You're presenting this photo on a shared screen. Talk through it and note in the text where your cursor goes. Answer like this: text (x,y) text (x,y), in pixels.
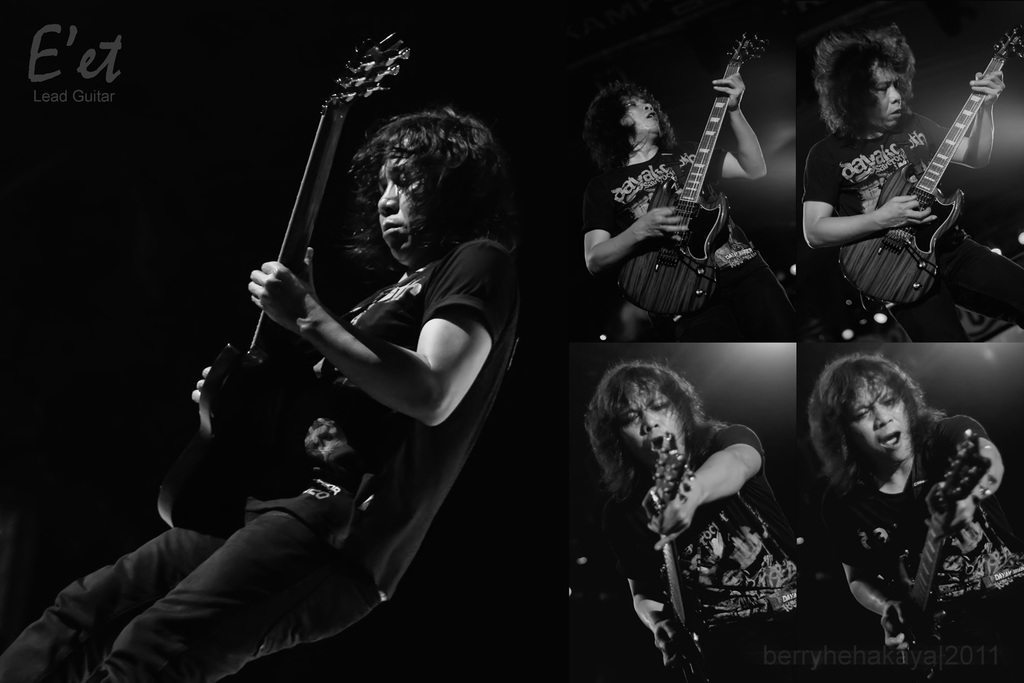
This is a black and white image. it is a collage. These are the pictures of a person (419,344) who are playing guitar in different angles. In the bottom right corner (876,523) he is singing something and in the top left corner (88,65) there is "E'et" written on it.
